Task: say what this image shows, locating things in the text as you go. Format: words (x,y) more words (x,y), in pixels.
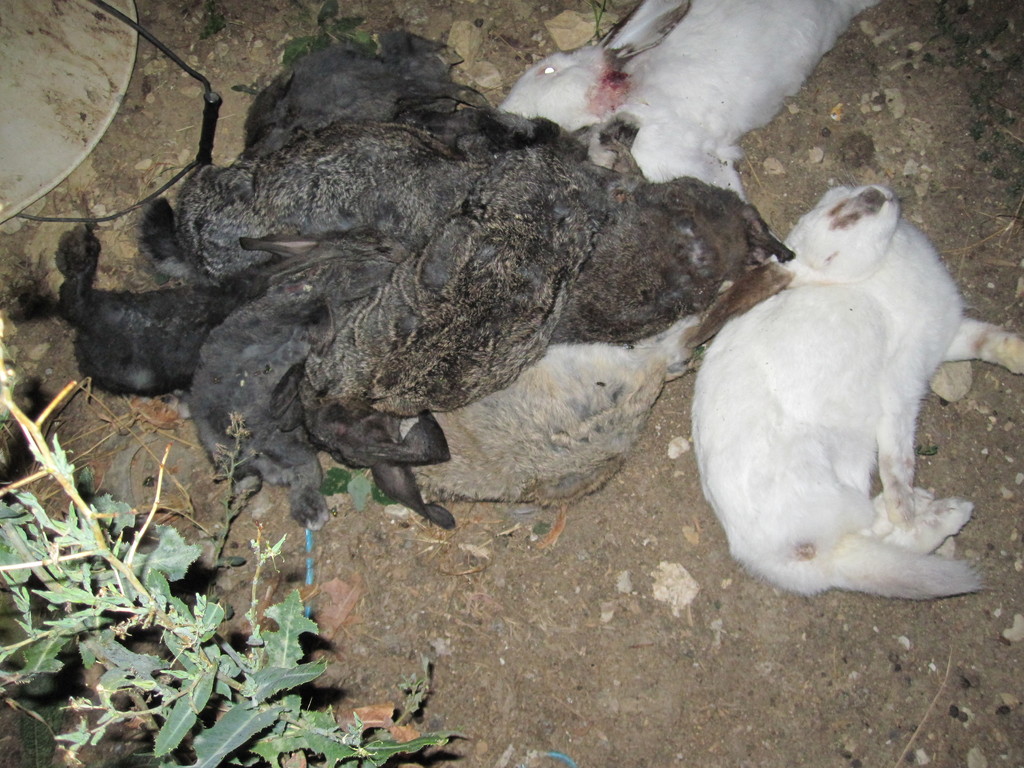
In the image there are dead animals (760,399) on the land (551,605) with a plant (331,719) in front of it.
